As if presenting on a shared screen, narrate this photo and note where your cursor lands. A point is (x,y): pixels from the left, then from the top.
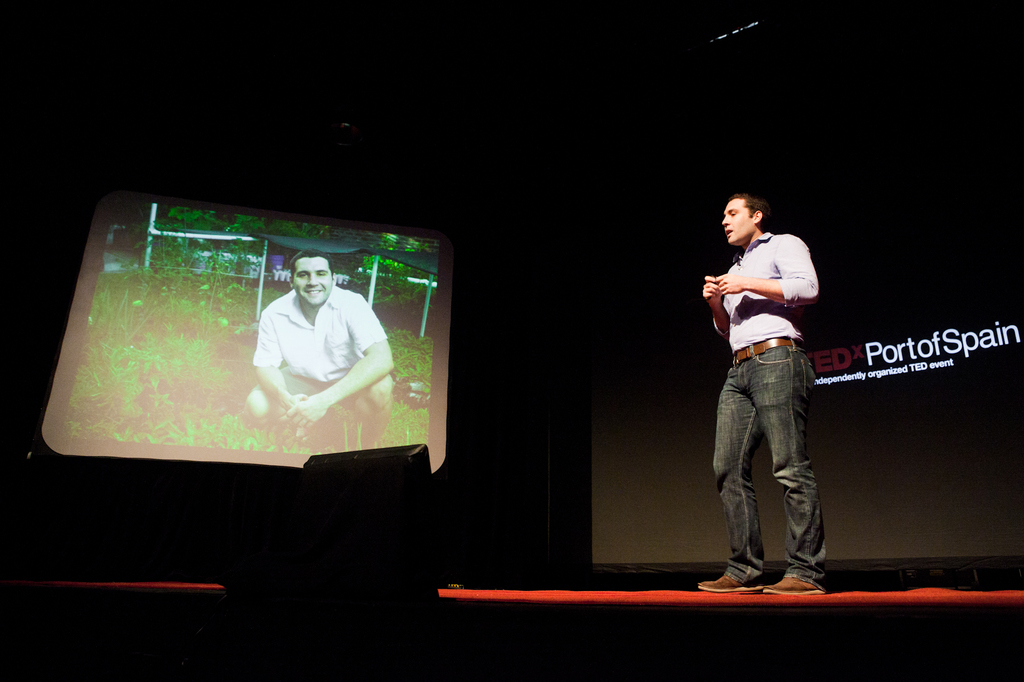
In this image we can see a person (733,559) standing on the stage (954,601). On the left side (208,284) there is a screen (216,325). On the screen (271,302) there is a person (278,391) sitting on the surface (179,377) of the grass (249,383). The background (928,148) is dark.
